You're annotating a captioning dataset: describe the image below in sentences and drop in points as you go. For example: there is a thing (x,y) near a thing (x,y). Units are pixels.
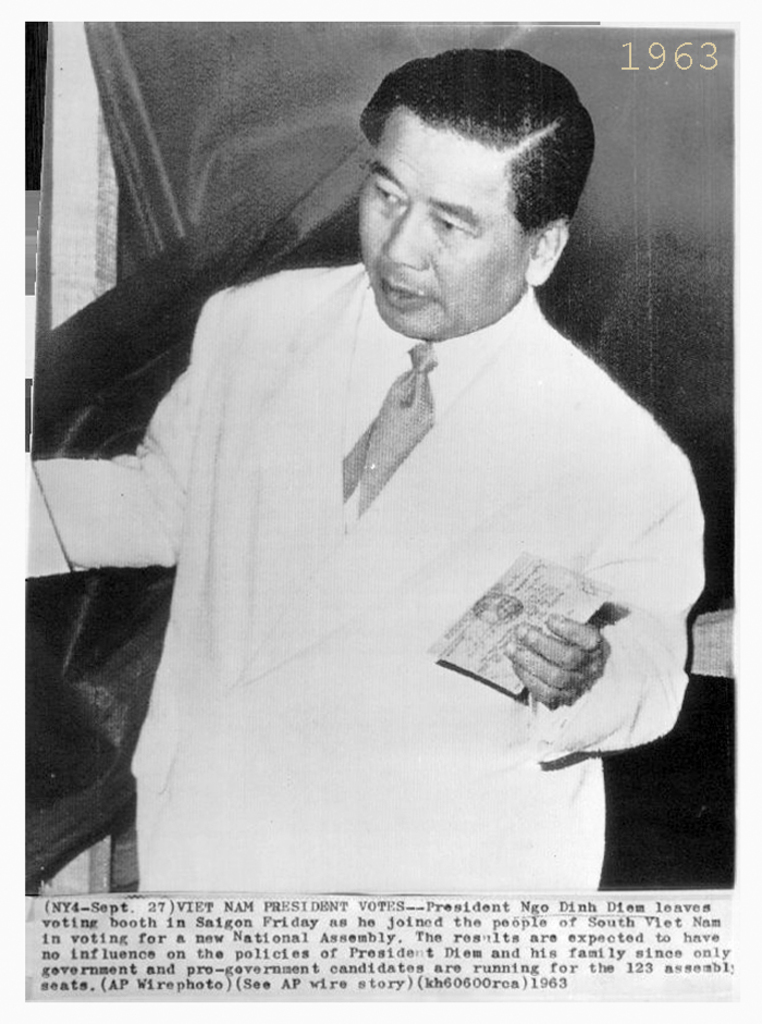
This is a black and white pic. Here we can see a man (380,635) is holding a card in his hand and behind him there is an object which is not clear to describe and at the bottom (286,976) there are texts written on the image.
